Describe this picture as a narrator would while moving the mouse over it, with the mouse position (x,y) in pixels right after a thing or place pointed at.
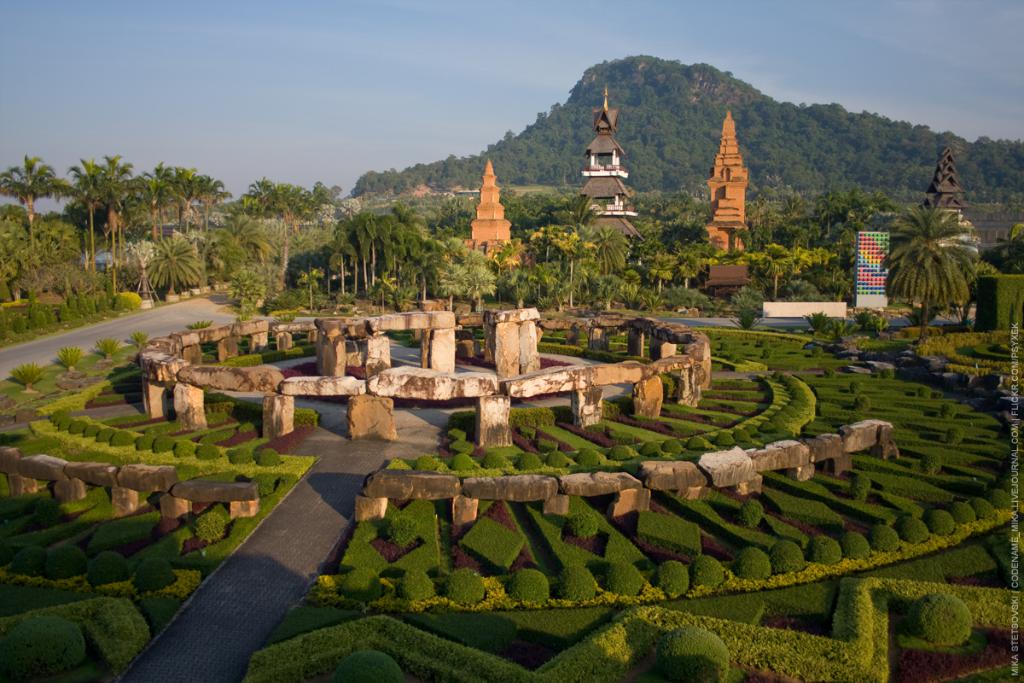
In the foreground of this image (523,440), there is a garden (461,547) with plants (498,558) and stones (453,390). In the background (111,321), there are trees (103,248), a road (200,312), huts (593,173), mountains (637,132) and the sky (339,58).
